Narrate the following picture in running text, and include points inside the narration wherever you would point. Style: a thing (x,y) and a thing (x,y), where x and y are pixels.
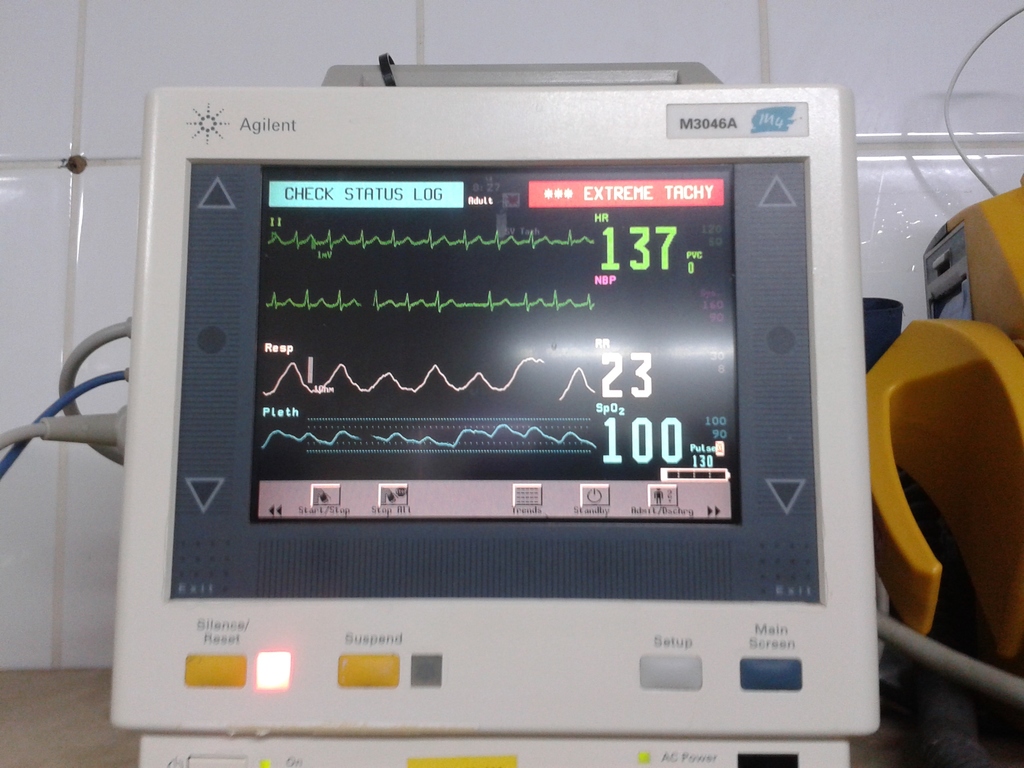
In this picture we can see an electronic device (114,665) and a wall (658,59) in the background (934,65).
